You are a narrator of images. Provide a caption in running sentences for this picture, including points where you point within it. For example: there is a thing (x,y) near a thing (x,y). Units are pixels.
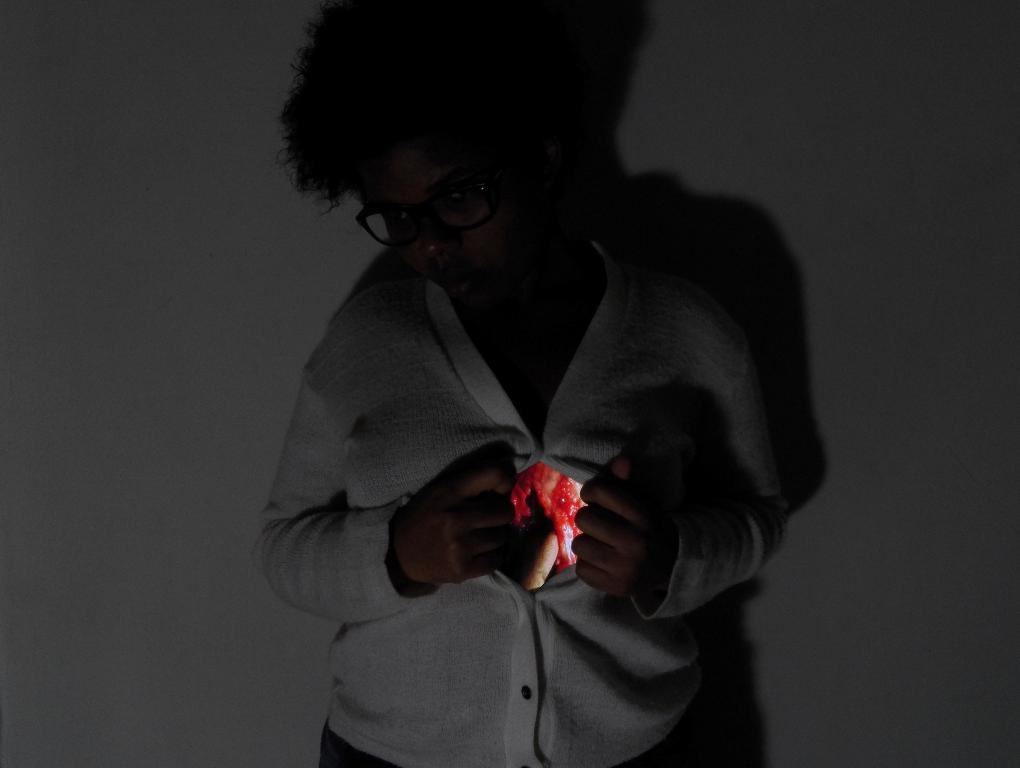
In the center of the image (486,350) there is a woman (546,487). In the background (21,352) we can see wall (842,118).
